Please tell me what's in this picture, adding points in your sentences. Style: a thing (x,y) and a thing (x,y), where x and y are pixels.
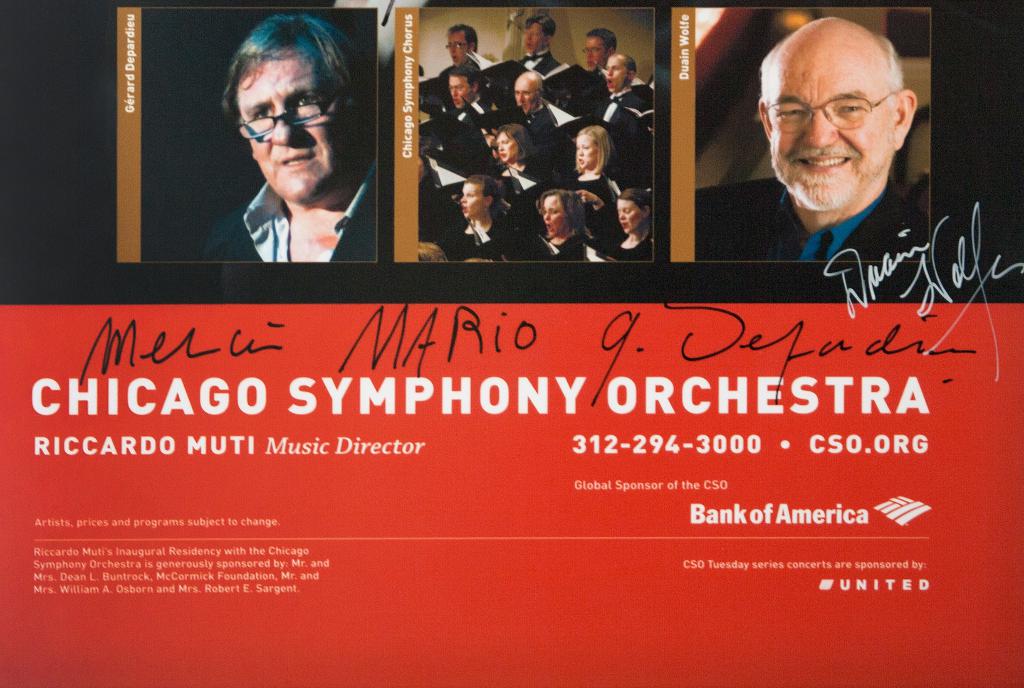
In the foreground of this poster, there are few people (321,156) at the top (596,169) and text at the bottom (286,582).
